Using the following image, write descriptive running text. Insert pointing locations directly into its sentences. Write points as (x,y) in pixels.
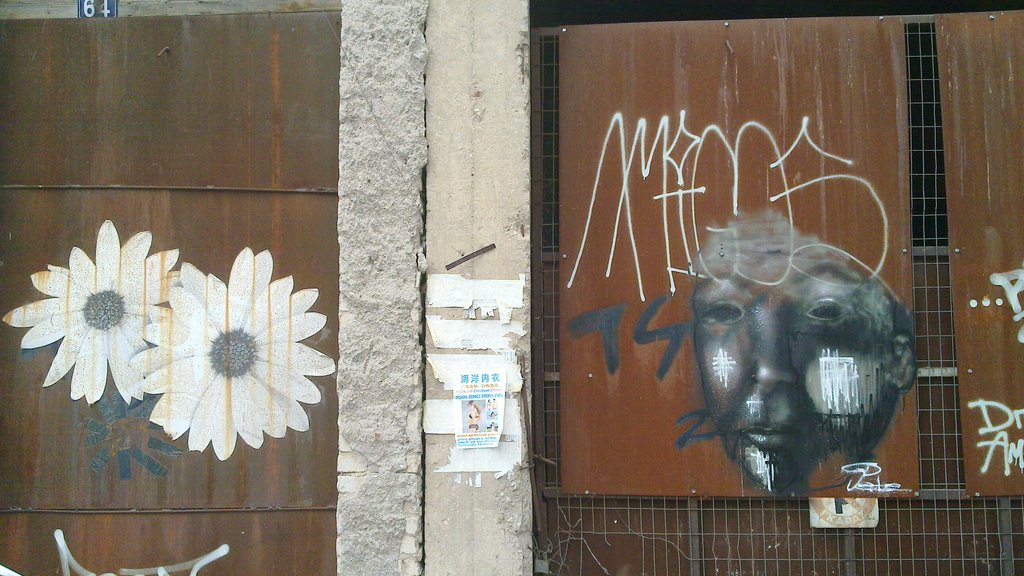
In the picture we can see a wooden board (31,138) on it, we can see some flower paintings (194,441) which are white in color and beside it, we can see some rock wall (441,173) and beside it, we can see a railing (579,508) with some board (566,419) to it which is brown in color and some scribbling (664,279) on it with a human face painting (785,455) which is black in color with some marks (855,396) on it.
